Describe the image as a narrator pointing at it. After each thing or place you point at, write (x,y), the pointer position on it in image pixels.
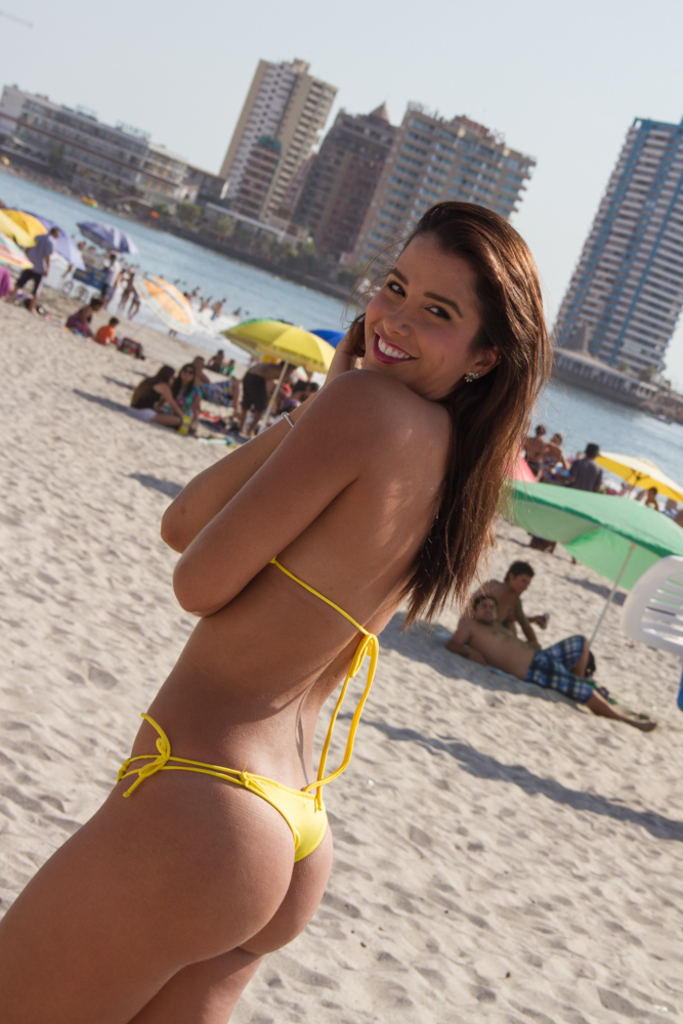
As we can see in the image there is water (209,265), and sand (137,424) at the top (465,97) there is sky (473,22). There are group of people (323,396), umbrellas (278,390) and in the background (356,171) there are buildings (320,159).
